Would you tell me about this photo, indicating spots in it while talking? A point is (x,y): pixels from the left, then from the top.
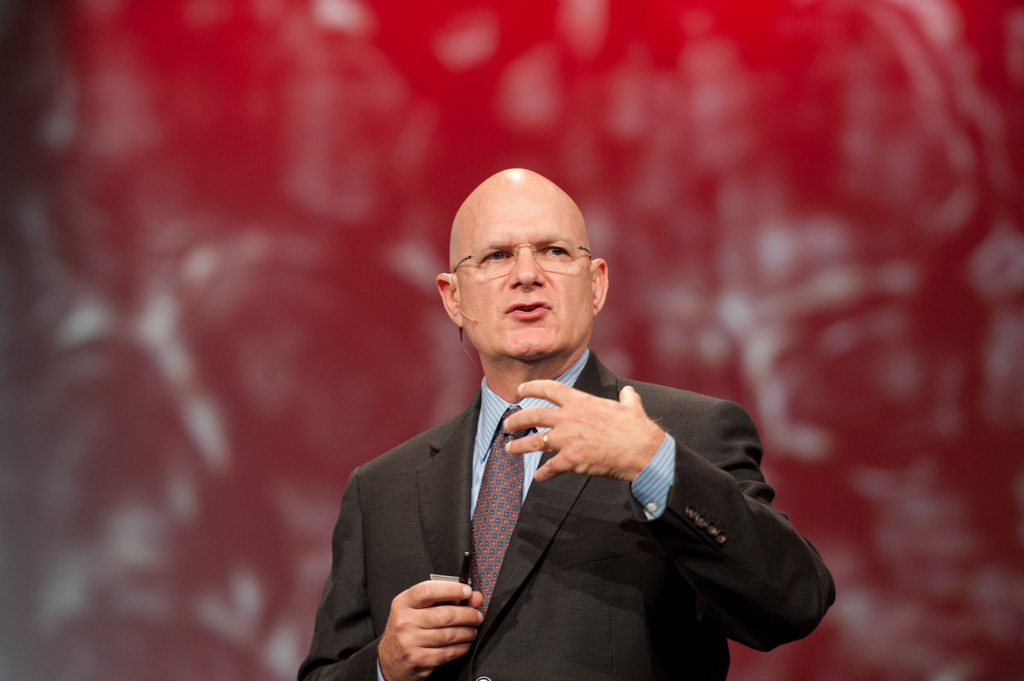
In the center of the image (472,227) we can see person (479,522) standing and wearing spectacles (504,264). In the background (394,306) there is wall (174,205).
